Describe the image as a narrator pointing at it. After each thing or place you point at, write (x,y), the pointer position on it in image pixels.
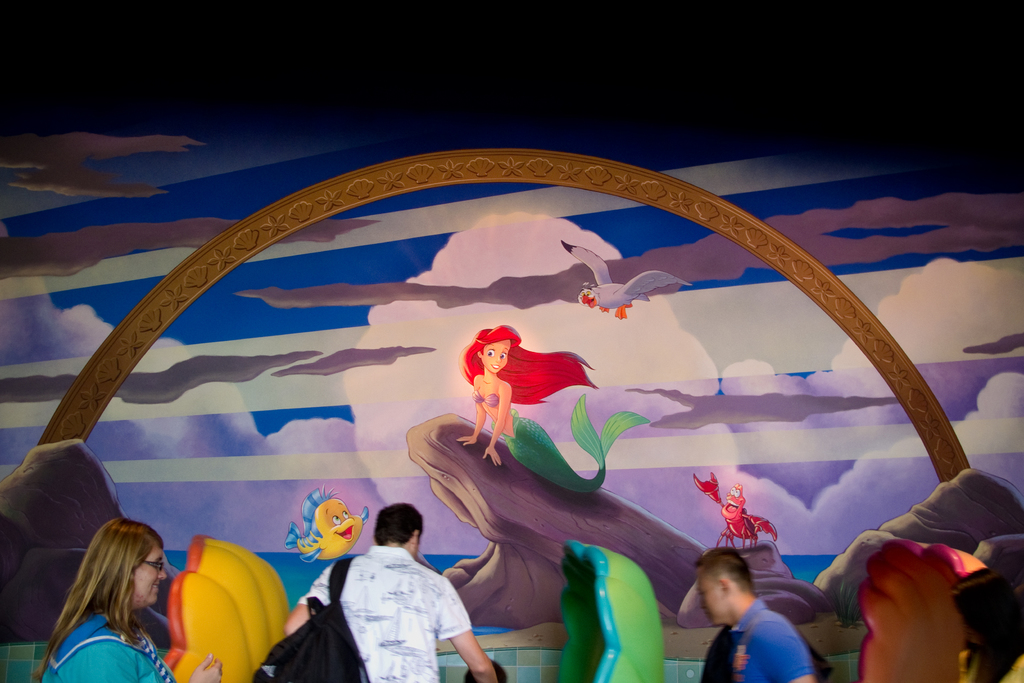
In this image we can see the people (126,623) standing, in front of them we can see there are three objects (605,634). And we can see the wall (480,268) with painting (541,230).
